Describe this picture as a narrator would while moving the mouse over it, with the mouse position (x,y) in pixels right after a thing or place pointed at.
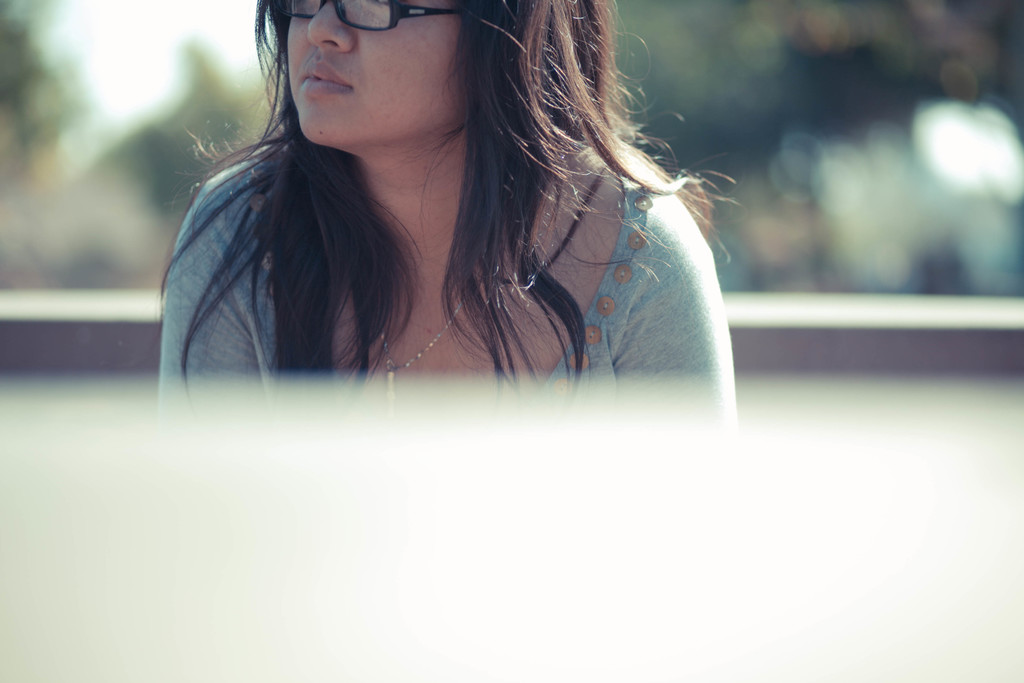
In this image in the front (499,275) there is a woman (455,209) wearing specs (348,21) and the background (821,213) is blurry.
